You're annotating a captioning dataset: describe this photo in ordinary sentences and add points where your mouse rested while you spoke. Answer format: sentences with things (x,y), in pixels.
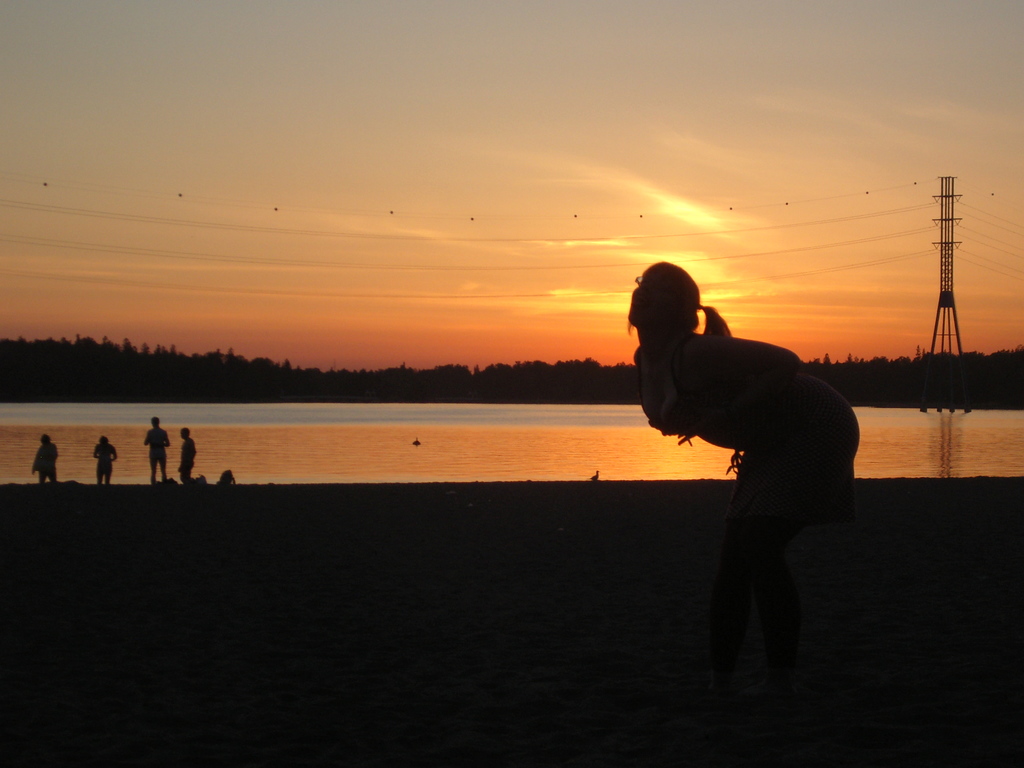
In this image we can see a woman (768,507). In the background (36,441), we can see people (104,482), water body (318,413), greenery (928,362), tower (942,230) and wires (429,296). At the top of the image (567,116), we can see the sky (578,75). At the bottom of the image (473,673), we can see sandy land (547,697).
